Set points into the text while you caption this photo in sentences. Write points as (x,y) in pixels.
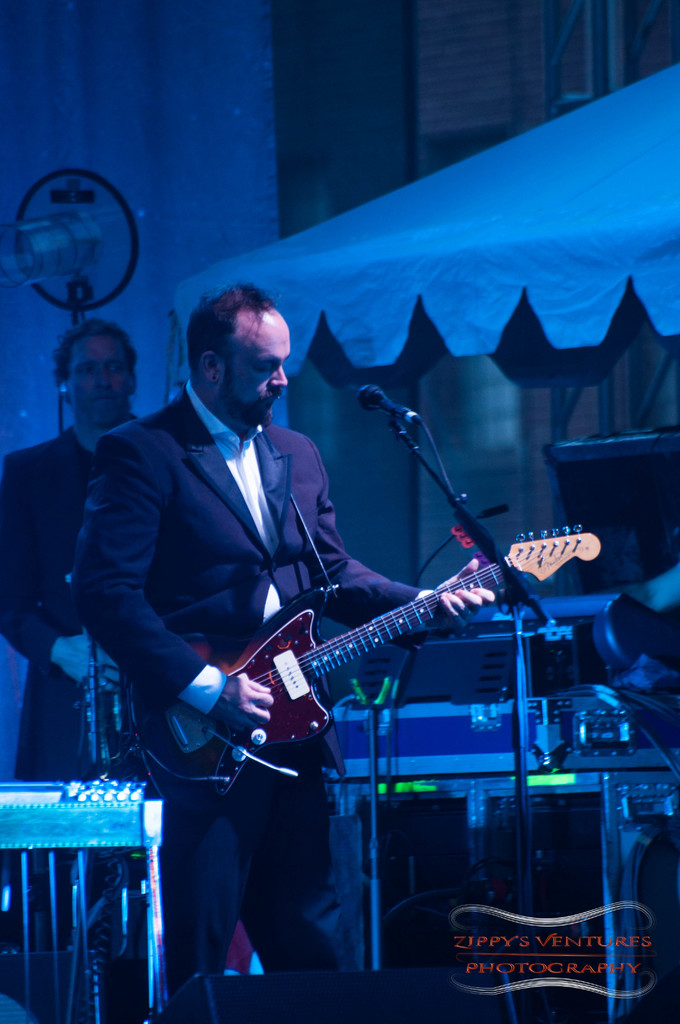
There is a person (134,570) holding a guitar (418,618) and a mic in front of him, in the foreground area (352,574), it seems like an instrument (115,811) in the bottom left side (154,907), there is another person (52,459), it seems like a curtain (190,56), tent (581,198) and a pole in the background (190,56) and text (616,949) at the bottom side (568,939).
